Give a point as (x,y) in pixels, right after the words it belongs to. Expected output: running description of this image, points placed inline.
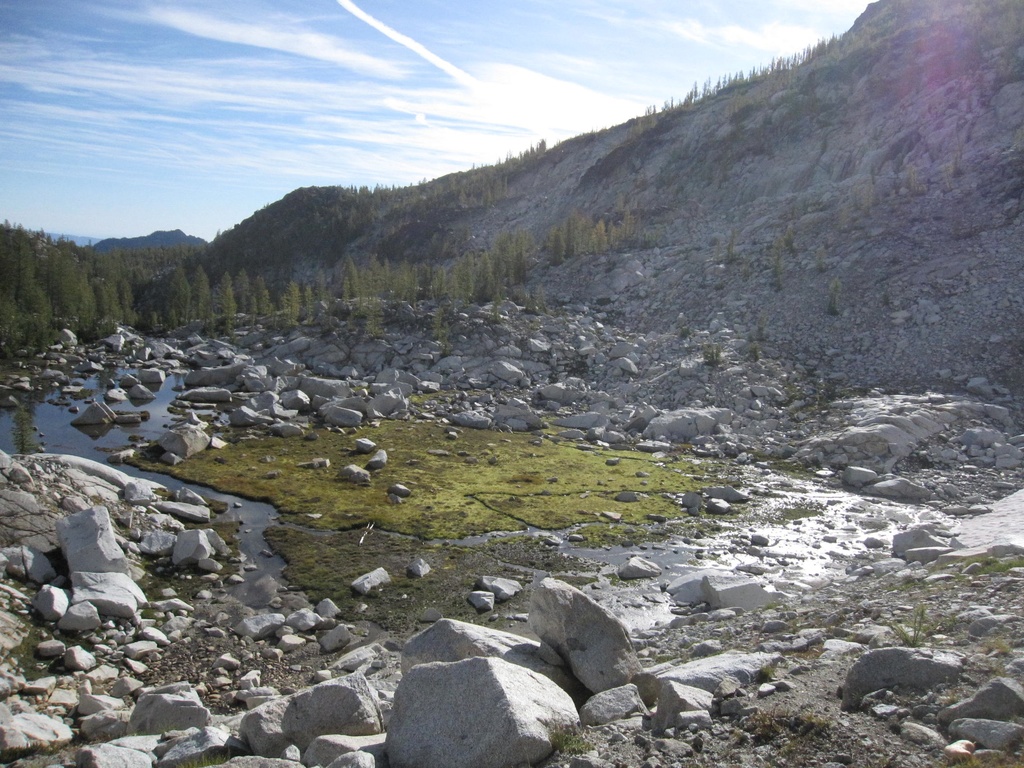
In this image I can see the ground (439,552), the water (110,445), few stones (385,410), few huge rocks (526,721), some grass (525,498) and few trees (122,303). In the background (683,225) I can see a mountain (274,217), few trees (153,281) and the sky (150,67).
